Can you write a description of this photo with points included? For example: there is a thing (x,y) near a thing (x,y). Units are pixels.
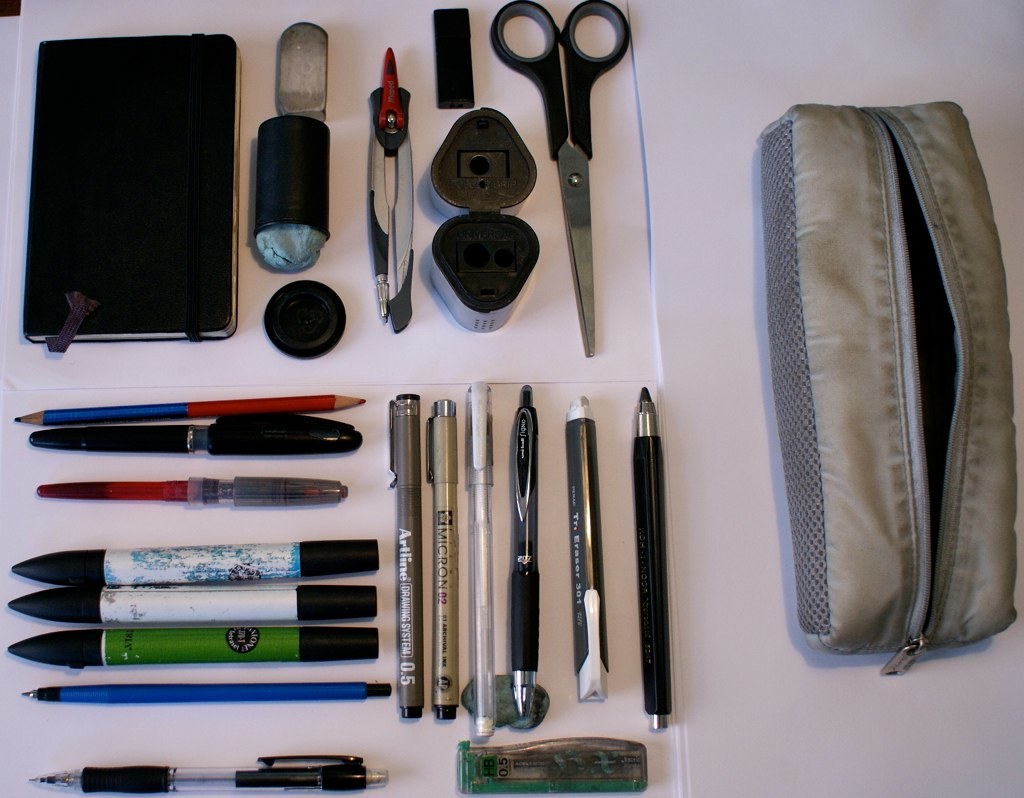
This picture shows few pens (446,641) and markers (208,558) and pencil (298,397) and we see Scissors (584,311) and notebook (169,147) on the table (710,231) and we see a pouch (1000,456) on the side.
